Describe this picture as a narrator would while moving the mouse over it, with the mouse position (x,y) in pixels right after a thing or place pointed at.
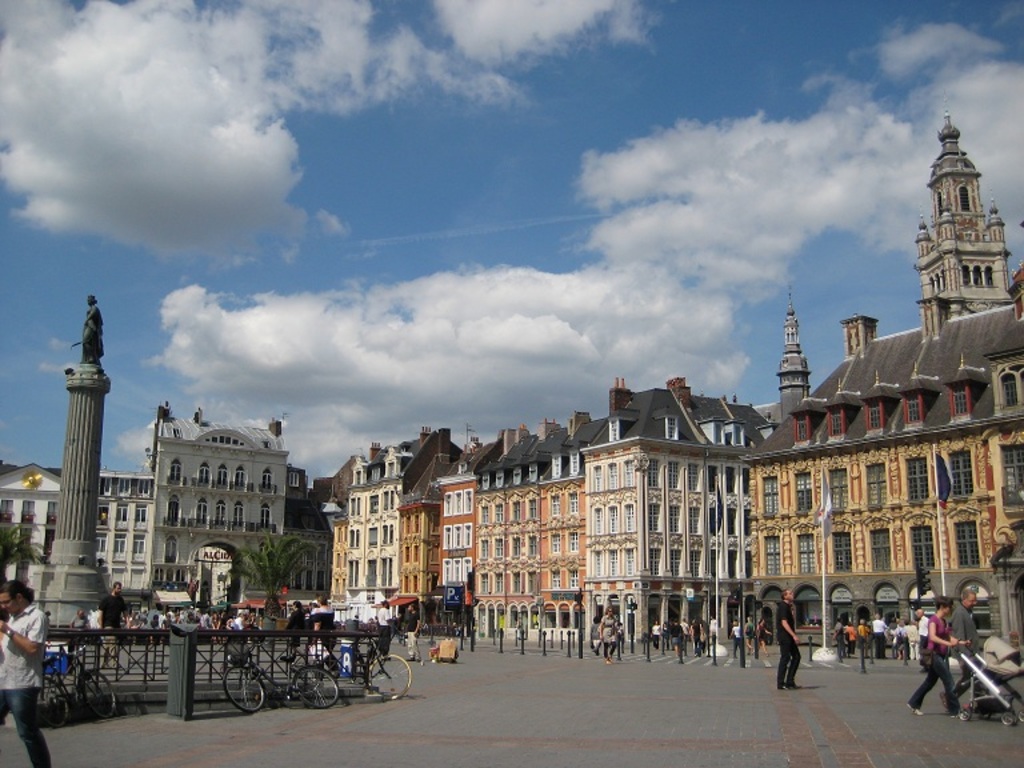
In this picture we can see buildings (324,521) in the background (671,470), on the left side (81,472) there is a statue (86,455), we can see bicycles (112,703) here, there are some people (926,677) walking, we can see the sky (432,203) at the top of the picture (454,114), there is a tree (292,560) on the left side (269,570).
